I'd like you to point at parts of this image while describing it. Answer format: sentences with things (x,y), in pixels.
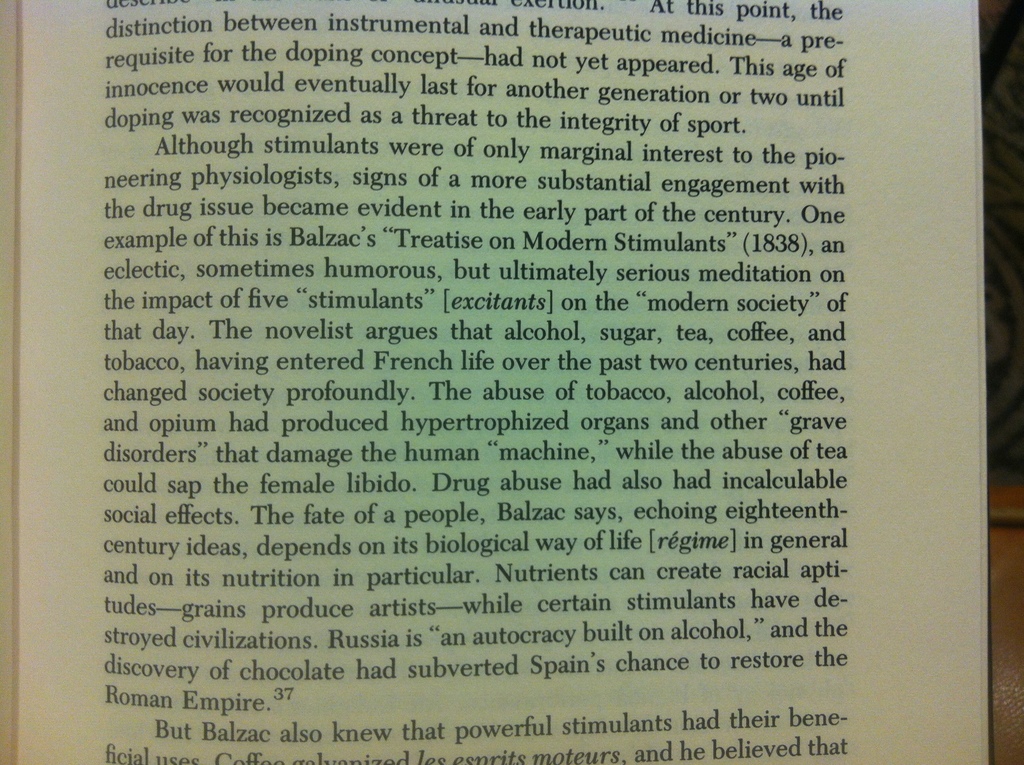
In the center of the image (392,398) there is paper (194,636) with text (520,219).
